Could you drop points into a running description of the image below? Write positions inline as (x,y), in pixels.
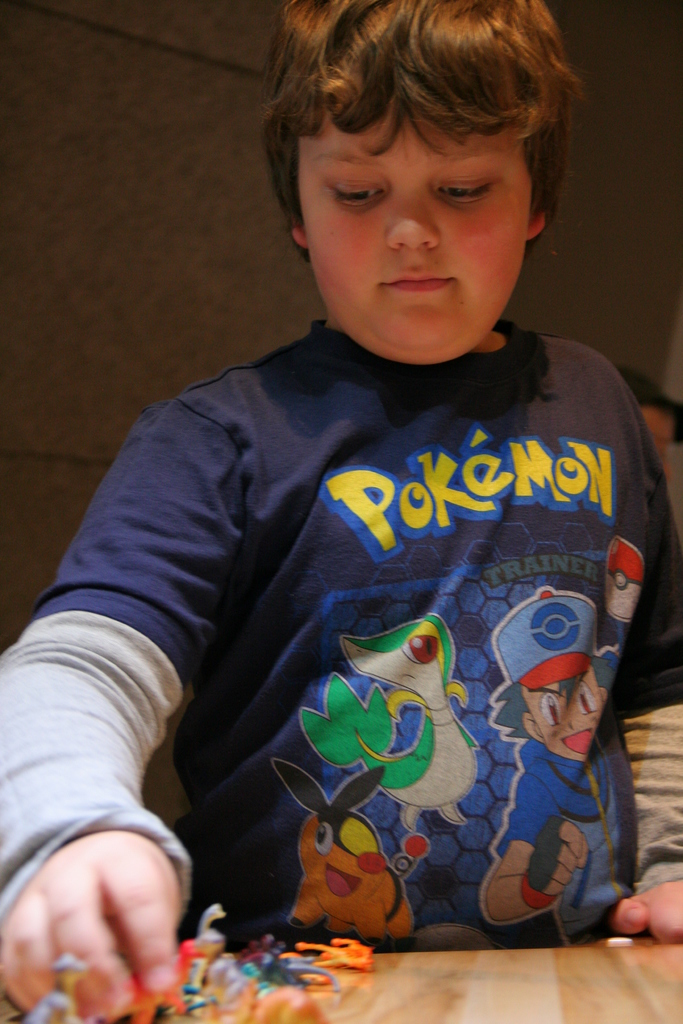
In this picture we can see a kid (445,508) in the front (433,447), at the bottom (460,1014) there is a table (385,993), we can see some toys (235,983) on the table (434,993), in the background (211,203) there is a wall (144,174).
